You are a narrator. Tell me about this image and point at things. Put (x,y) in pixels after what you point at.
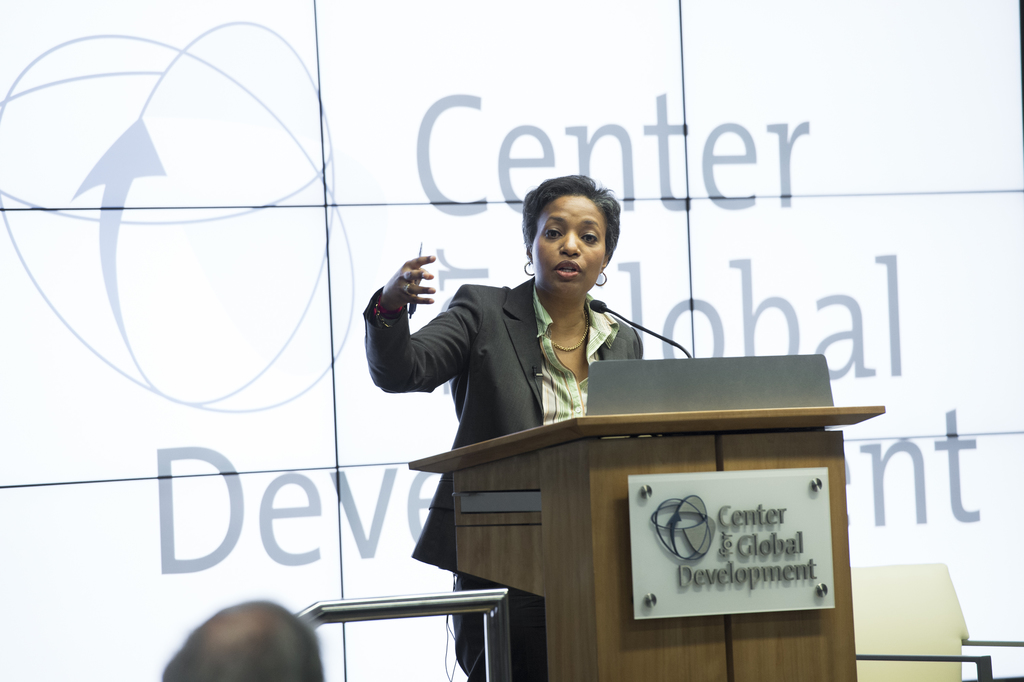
In this image in the middle (496,345), there is a woman (496,345), she wears a suit (521,387), shirt (586,396), in front of her there is a podium (632,458) and mic (654,331). At the bottom (254,655) there is a person (296,635). In the background (915,602) there is a chair (941,606), poster (843,238), text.
